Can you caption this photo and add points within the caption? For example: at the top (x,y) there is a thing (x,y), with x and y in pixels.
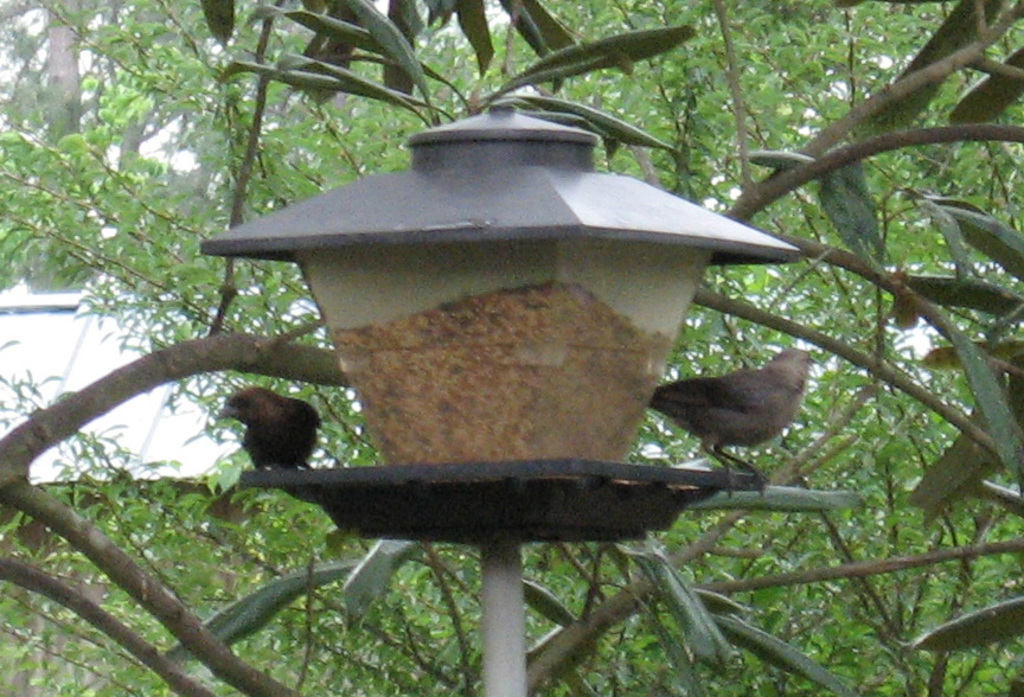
In this image I can see a bird feeder (495,449). There are two birds (709,389) on it. In the background (198,335) there are many leaves (543,564). On the left side (22,348), I can see the roof (161,408) of a house (121,435).
